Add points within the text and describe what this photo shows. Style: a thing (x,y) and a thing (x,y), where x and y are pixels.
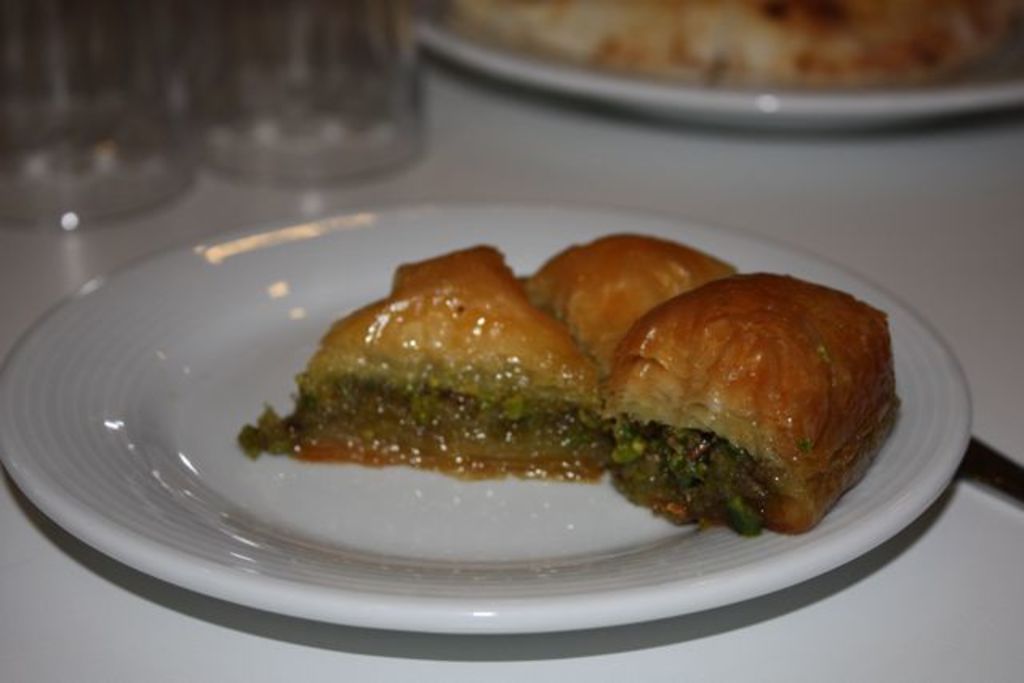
In the picture we can see a plate (488,544) on the table (1003,568) with some food item (656,388) on it and beside it, we can see two glasses (31,133) and another plate (765,86) with some food item (913,6) in it.
